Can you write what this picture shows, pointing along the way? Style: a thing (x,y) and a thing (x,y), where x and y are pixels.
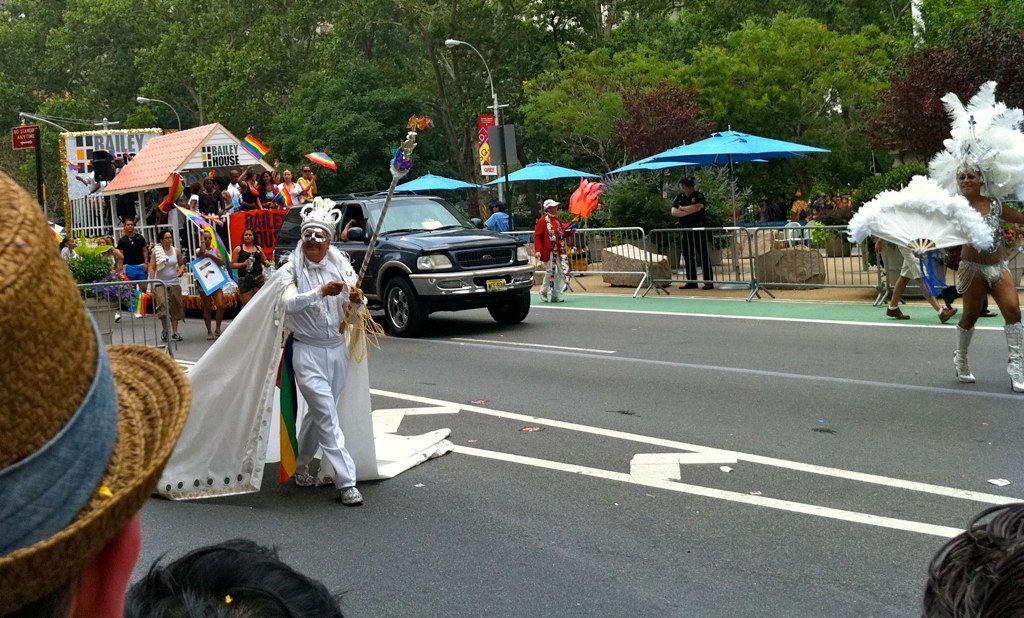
In the background (719,50) we can see trees (808,106), lights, umbrellas (461,182) in blue color, boards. We can see a vehicle (469,268) on the road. Here we can see few people (352,270) walking on the road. These people (988,217) are in the fancy dresses (316,323).
